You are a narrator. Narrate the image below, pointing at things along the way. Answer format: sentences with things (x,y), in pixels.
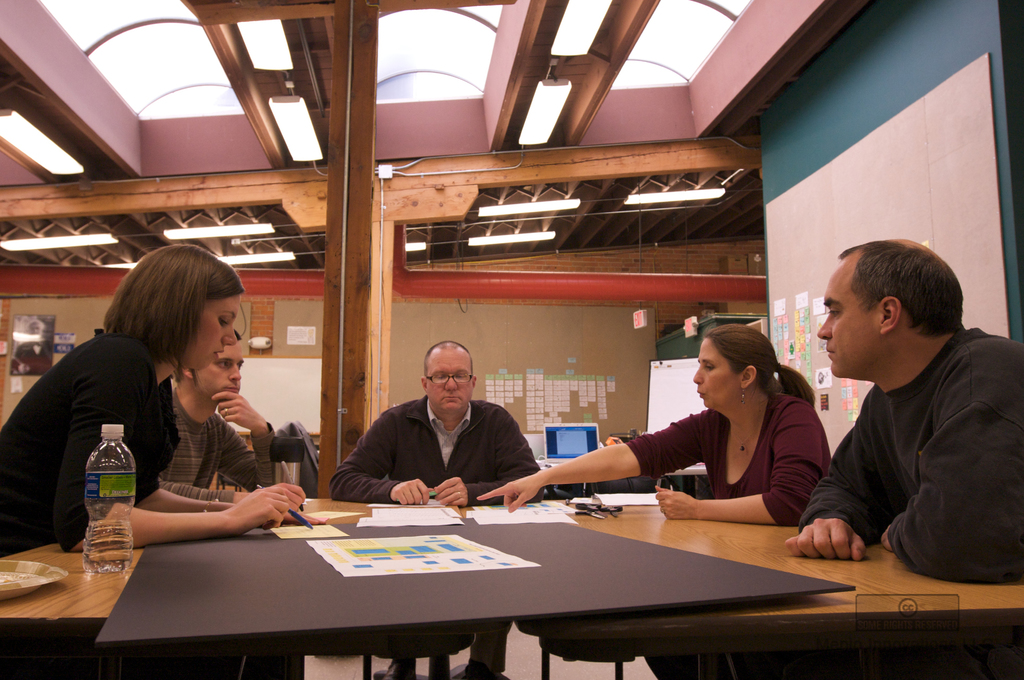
there are 5 people (861,423) sitting. on the table (688,568) there are papers (456,555) and bottle (105,517).
